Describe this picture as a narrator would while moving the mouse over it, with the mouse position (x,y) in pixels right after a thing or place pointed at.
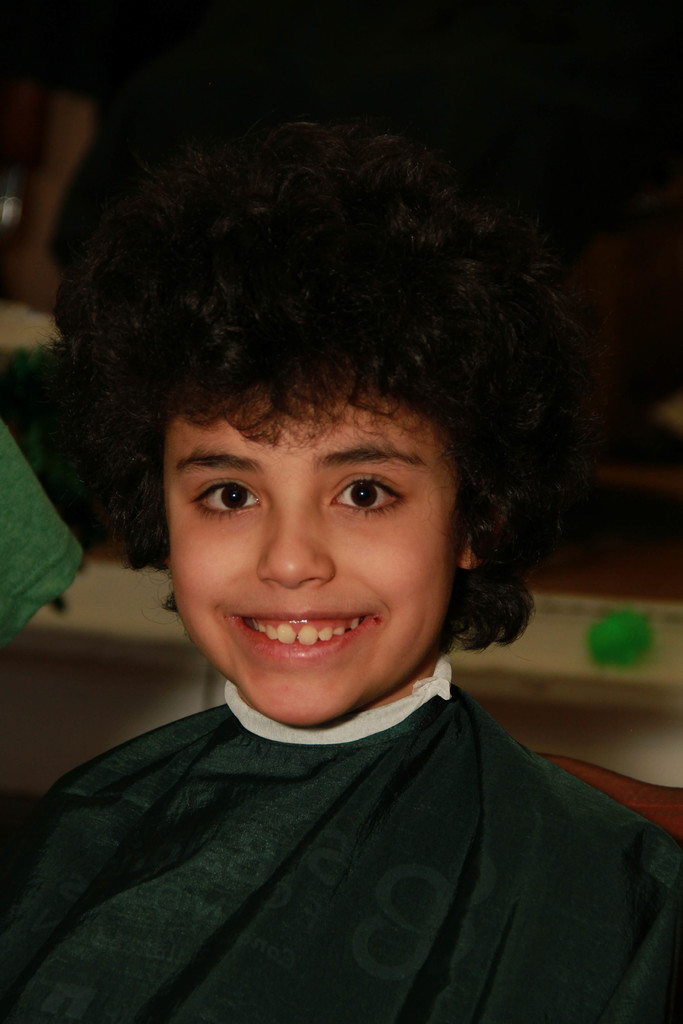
In this image, we can see a child (379,560) is watching and smiling. Background (80,87) we can see the blur view. On the left side of the image (39,568), we can see green cloth (32,552).
